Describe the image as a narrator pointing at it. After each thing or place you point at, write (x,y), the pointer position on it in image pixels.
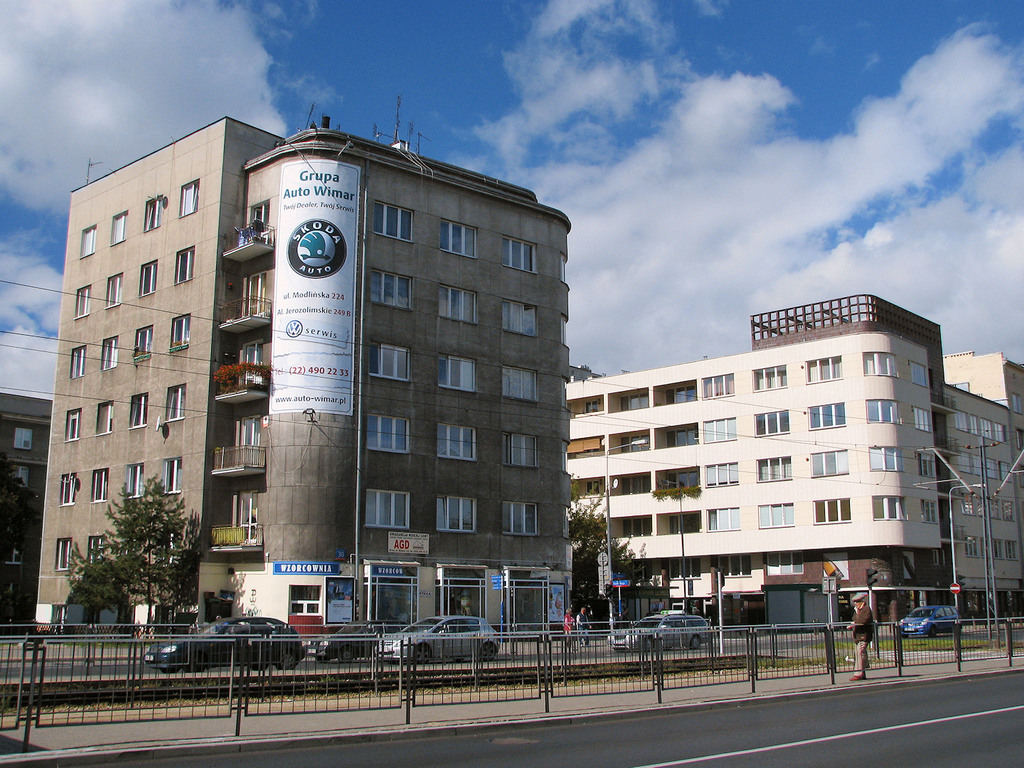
In the foreground of this image (755,750), there is a road (622,745), railing (658,684), few vehicles (458,640) moving on the road (868,699), a man (854,606) on the side path (818,683). In the background (594,453), there are buildings (601,458), poles (607,489), few trees (586,556) and cables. On the top (398,49), there is the sky (213,49) and the cloud (189,54).
